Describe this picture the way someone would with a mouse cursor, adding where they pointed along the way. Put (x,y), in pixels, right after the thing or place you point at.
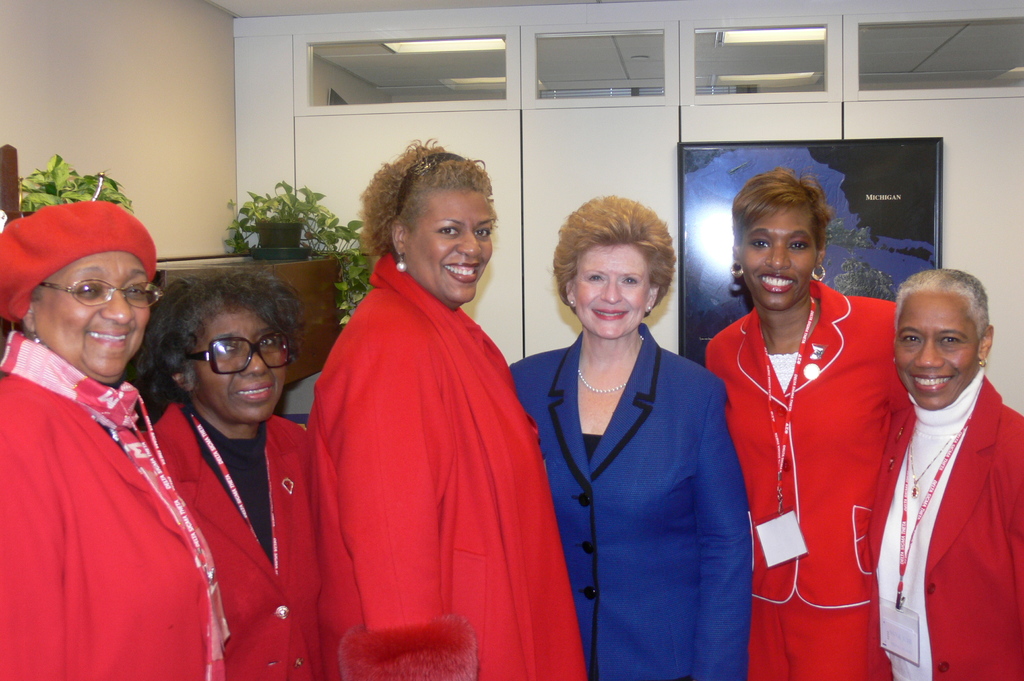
In this image, we can see few women (536,571) are standing and smiling. They are watching. Background (172,105) we can see wall (186,172), plants (360,258), white color objects (625,175), glass (720,72). Top of the image (600,61), there is a ceiling (565,63) with lights (485,42). Here we can see a board (870,243) with picture (874,256).
